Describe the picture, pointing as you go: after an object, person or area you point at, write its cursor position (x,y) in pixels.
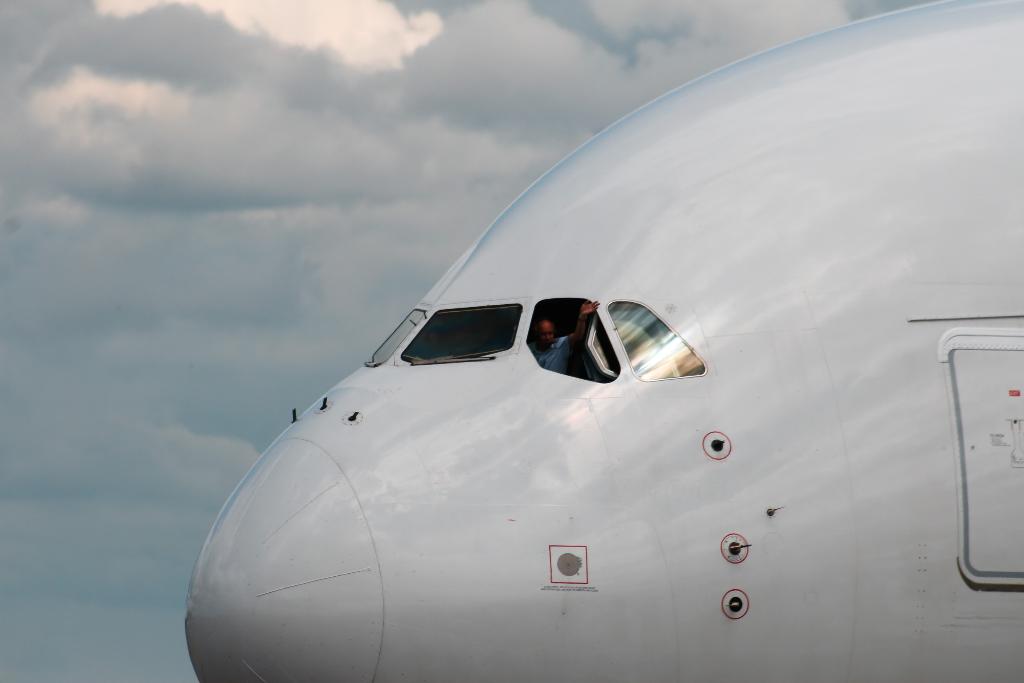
In this image we can see a front part (606,261) of the airplane (676,276), inside the airplane (687,270) there is a person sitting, in the background (654,76) there is a sky (650,100) with clouds (650,100).
